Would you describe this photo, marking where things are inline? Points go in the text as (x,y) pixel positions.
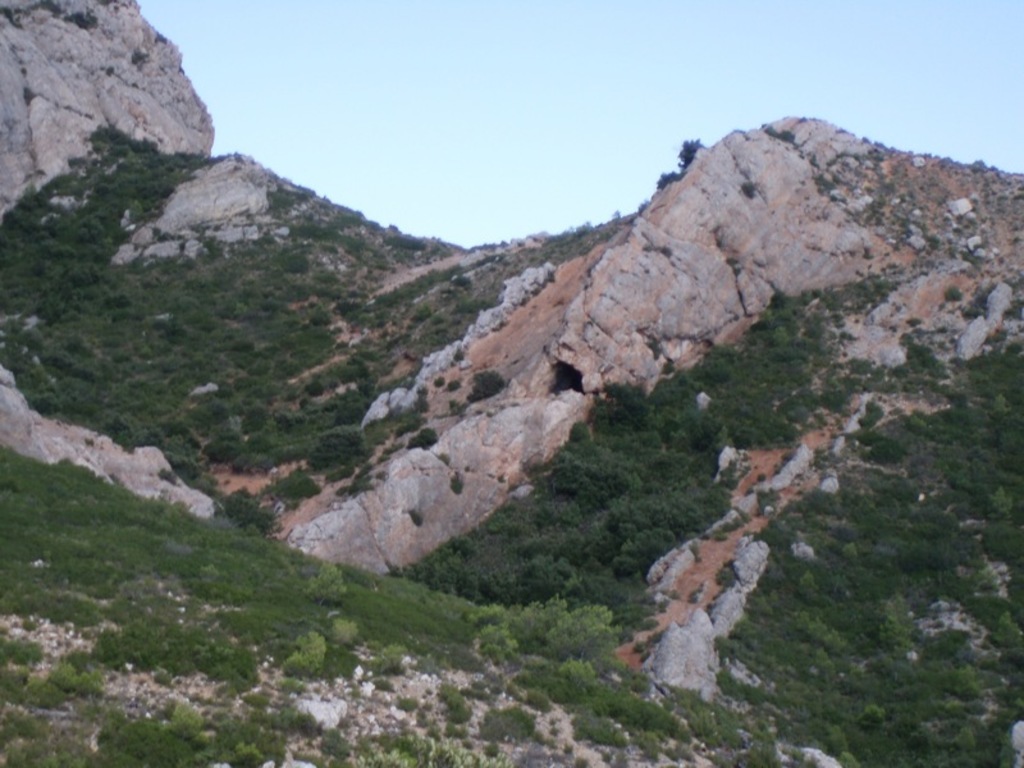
Here we can see trees (660,553) and a mountain (17,127). In the background (382,166) there is sky (723,99).
